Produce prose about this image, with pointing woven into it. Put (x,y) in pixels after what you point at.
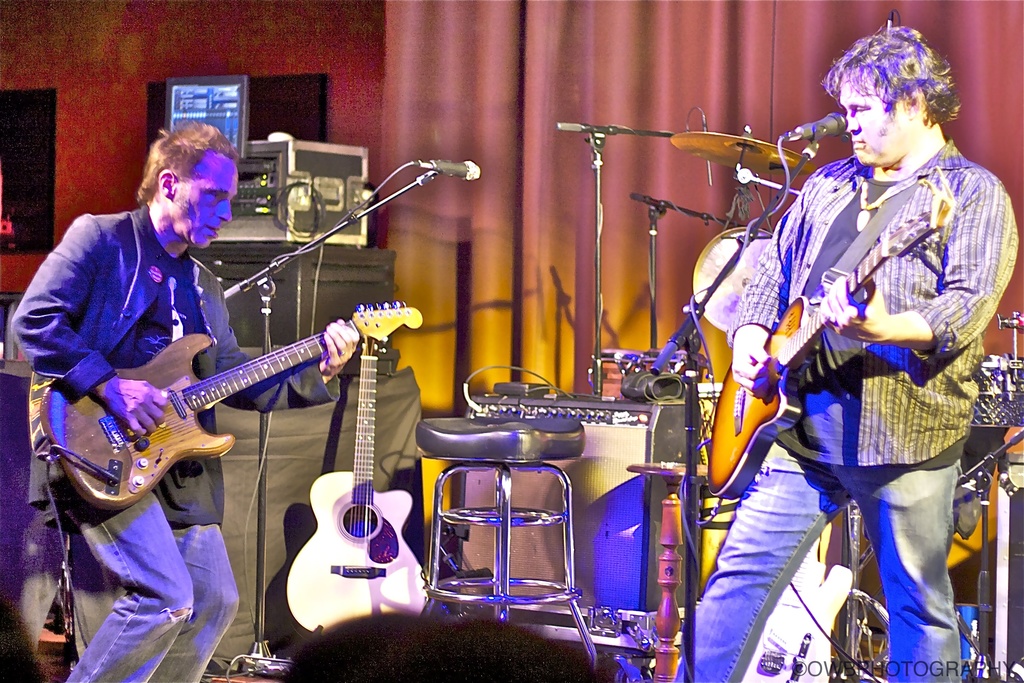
In this image there is a man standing and playing a guitar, another person (757,388) standing and playing a guitar (745,399) and at the back ground (851,5) there are guitar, briefcase (361,238), curtain (575,322), cymbals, drums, chair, mike stand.
